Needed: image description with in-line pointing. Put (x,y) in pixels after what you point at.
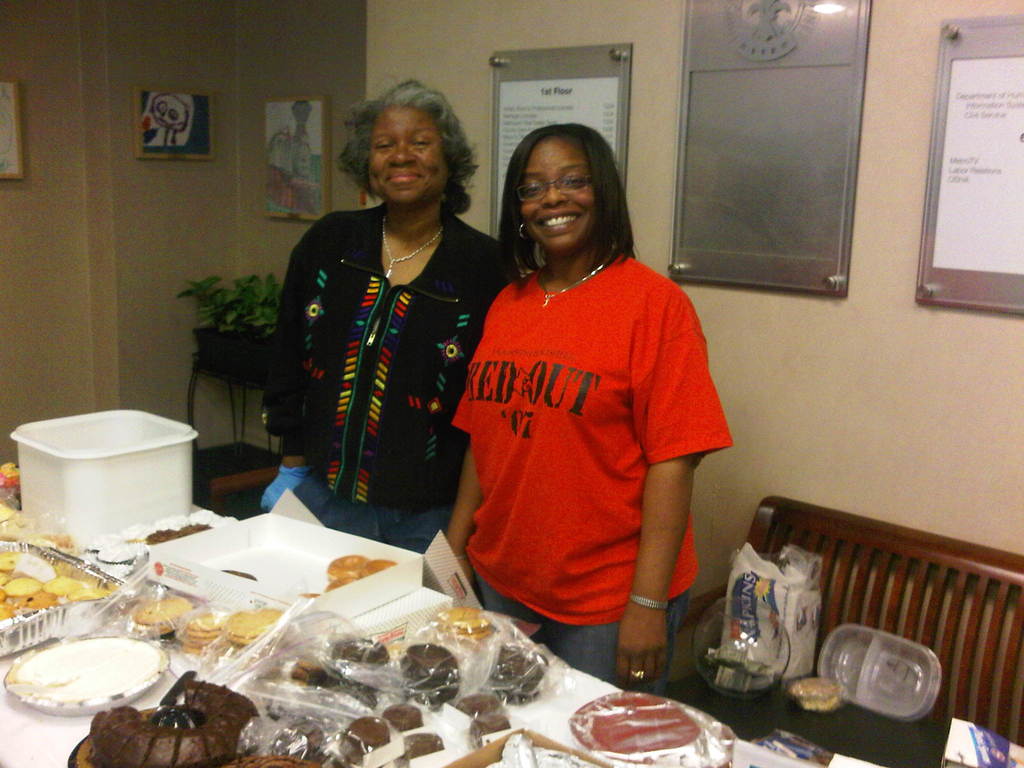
In this image there is a table (203,639), on that table (323,680) there are food items (359,750) and trays (90,636), beside the table (389,650) there are two women (409,473) standing, in the background (852,610) there is a bench (844,609) and a wall (29,330), for that wall (29,330) there are posters (756,102) and photo frames (274,215) and there is a table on that table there is a pot (217,351).
